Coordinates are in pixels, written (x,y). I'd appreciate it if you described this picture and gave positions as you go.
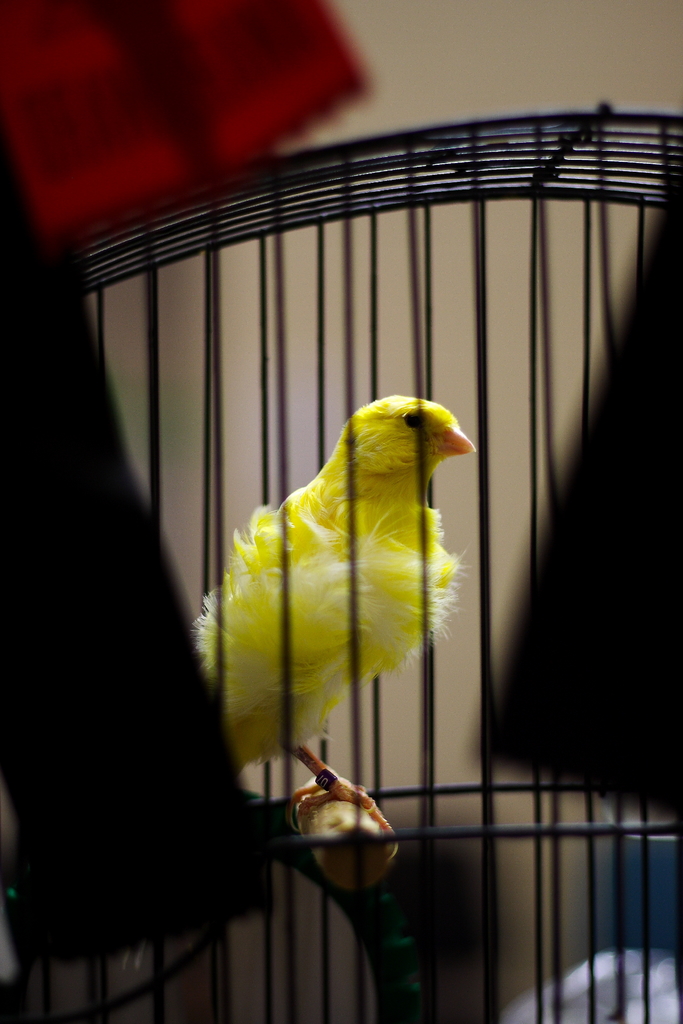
In this image we can see there is a bird (254,680) in the cage (181,566).
